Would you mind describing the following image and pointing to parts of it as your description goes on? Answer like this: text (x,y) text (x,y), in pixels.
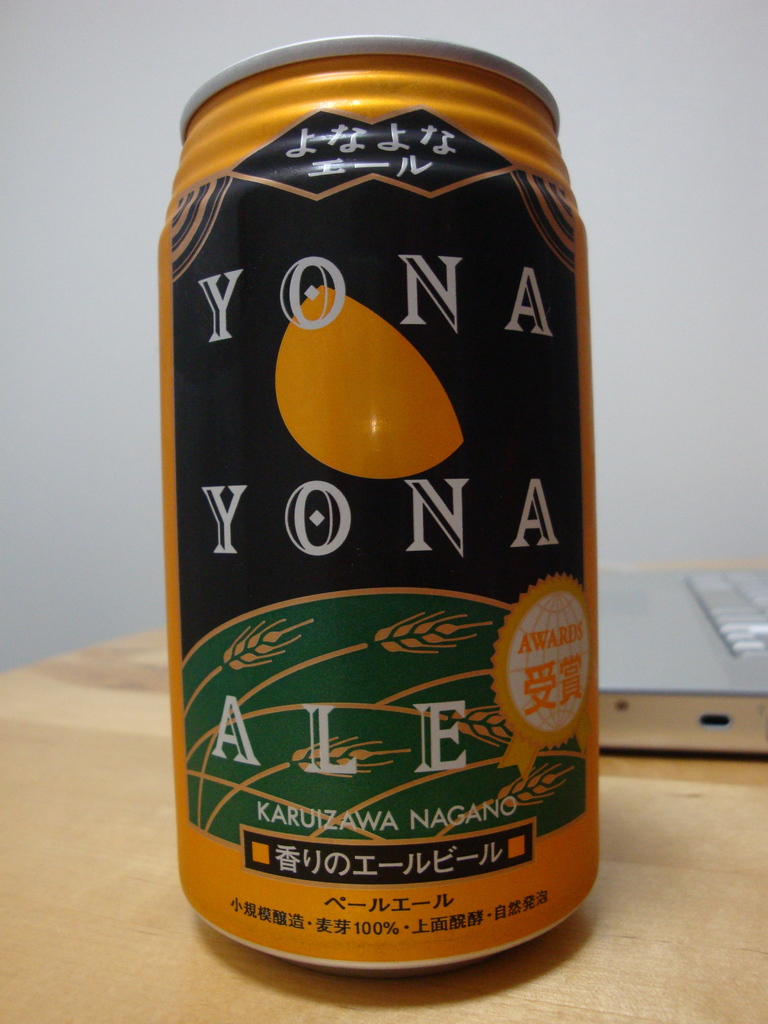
In the picture there is of beer tin (448,634) kept on a table (527,968) and there is a laptop (689,623) behind the tin (590,617).
